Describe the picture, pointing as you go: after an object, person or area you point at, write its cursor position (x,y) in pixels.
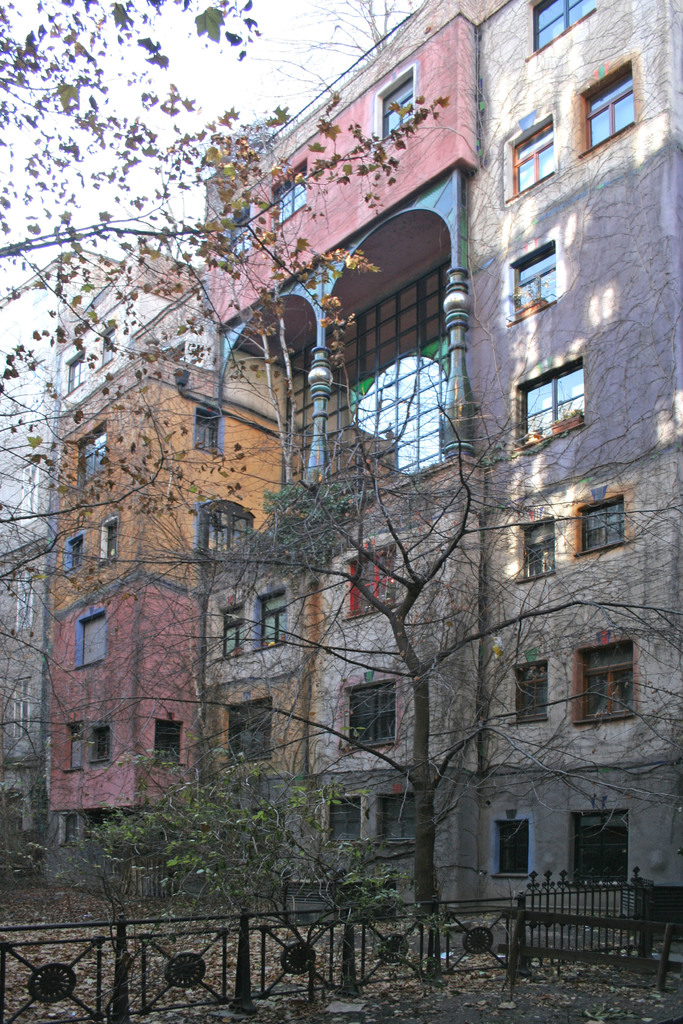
In this image we can see the fence (636,959), trees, buildings (363,710) and the sky (0,182) in the background (286,97).
